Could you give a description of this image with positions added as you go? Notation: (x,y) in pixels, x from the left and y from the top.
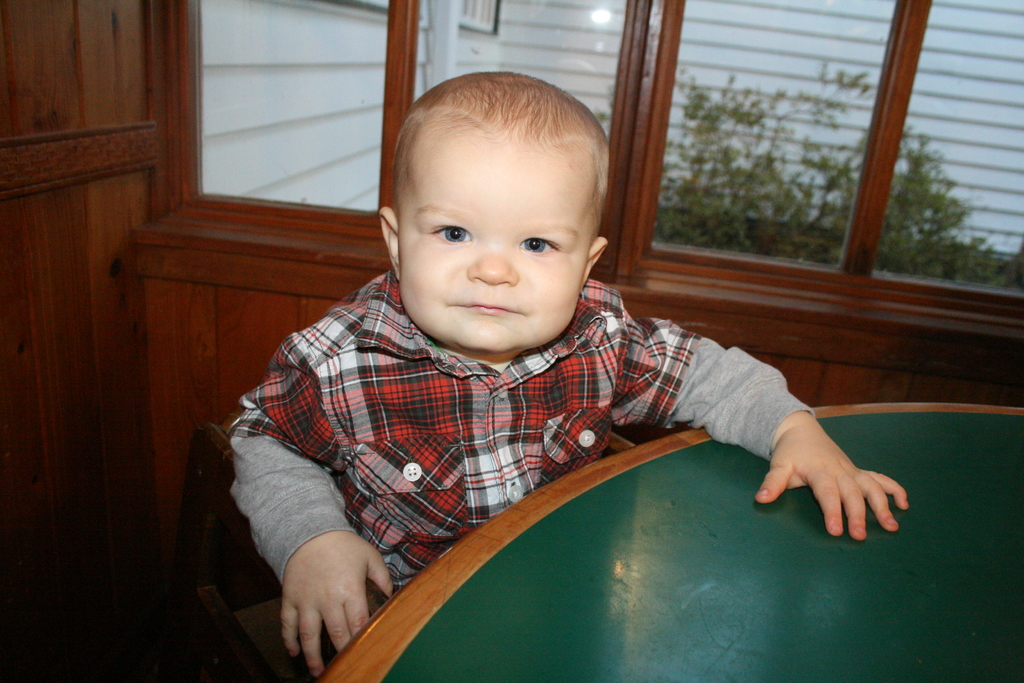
In this image we can see a boy (445,453) is sitting on the chair (212,607). In front of the boy (285,513), we can see a table (762,596). In the background (826,269), we can see the windows (339,94). Behind the window (769,138), we can see plants (727,148) and a wall (746,26). There is a wooden wall (55,215) on the left side of the image (31,274).
